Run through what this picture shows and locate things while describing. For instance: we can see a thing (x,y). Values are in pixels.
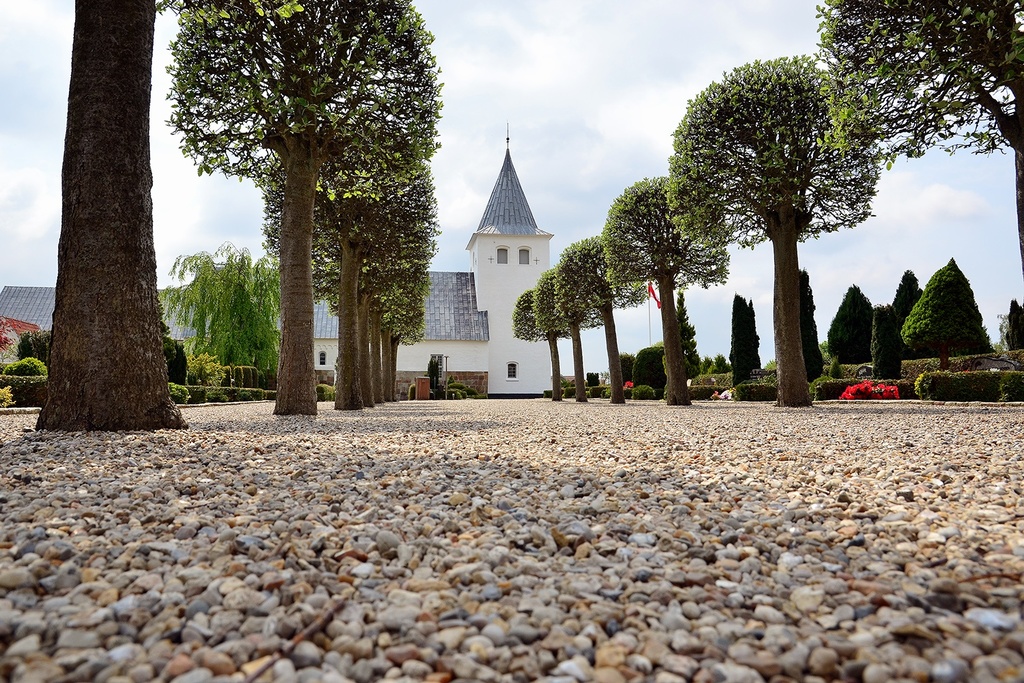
In this image I can see the ground (524,517), few small stones (558,550) on the ground (642,558), few trees (358,317) which are green and brown in color and few flowers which are red in color. In the background (499,296) I can see a house (508,305) which is white and blue in color and the sky (558,204).
